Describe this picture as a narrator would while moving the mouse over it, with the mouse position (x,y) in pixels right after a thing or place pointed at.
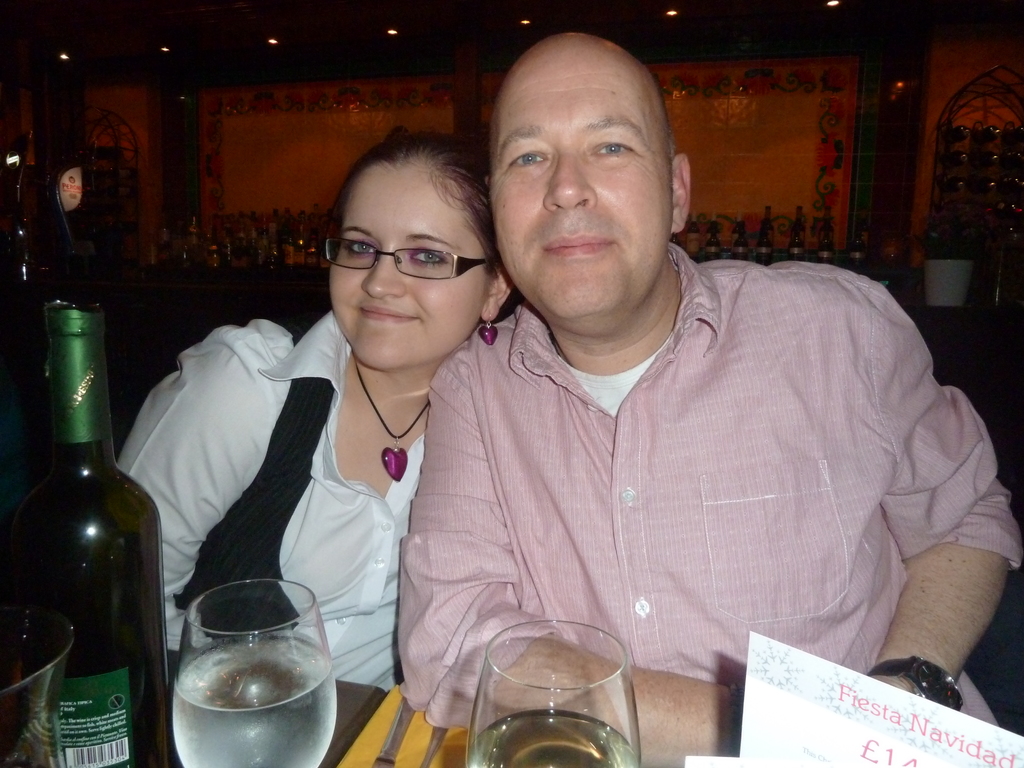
In this picture there are two people (562,366) sitting and smiling. In the foreground (62,527) there is a bottle (134,546) and there are glasses (472,765) and there is a paper (895,720) on the table (332,764) and there is text (1011,762) on the paper (804,733) and on the bottle (157,612). At the back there are bottles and there is an object (929,279) on the table (981,321) and there is a floral design (339,87) on the wall (693,154). At the top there are lights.
